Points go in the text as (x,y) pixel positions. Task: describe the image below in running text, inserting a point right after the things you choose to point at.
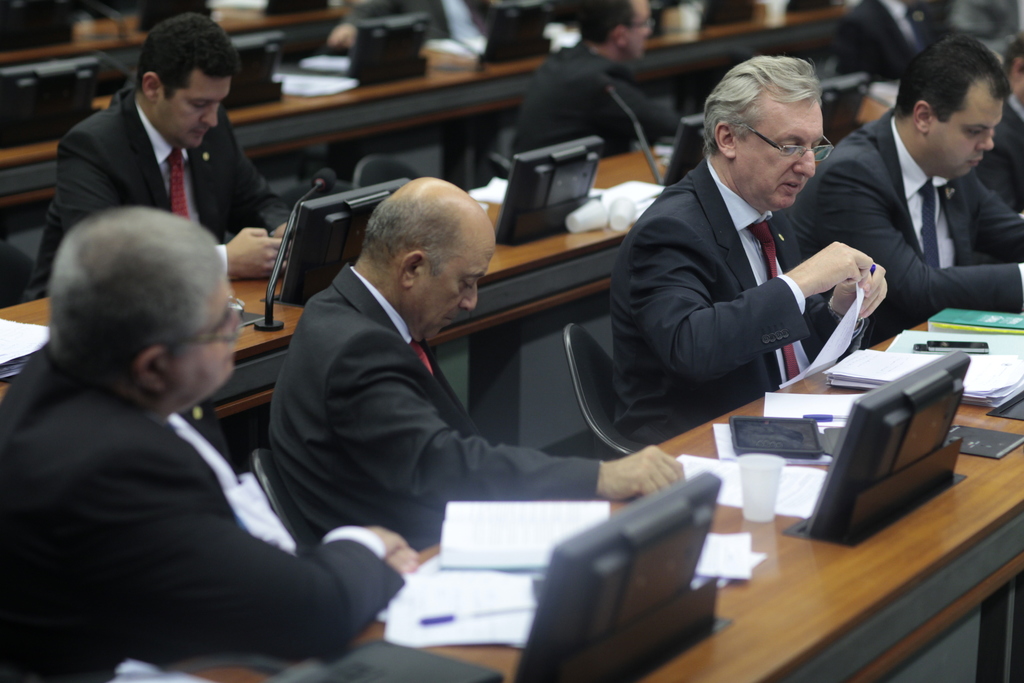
As we can see in the image there are few people (408,353) sitting on chairs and there is a tables (466,98). On table (457,88) there are laptops (672,579), glasses (761,490) and papers (804,487).
